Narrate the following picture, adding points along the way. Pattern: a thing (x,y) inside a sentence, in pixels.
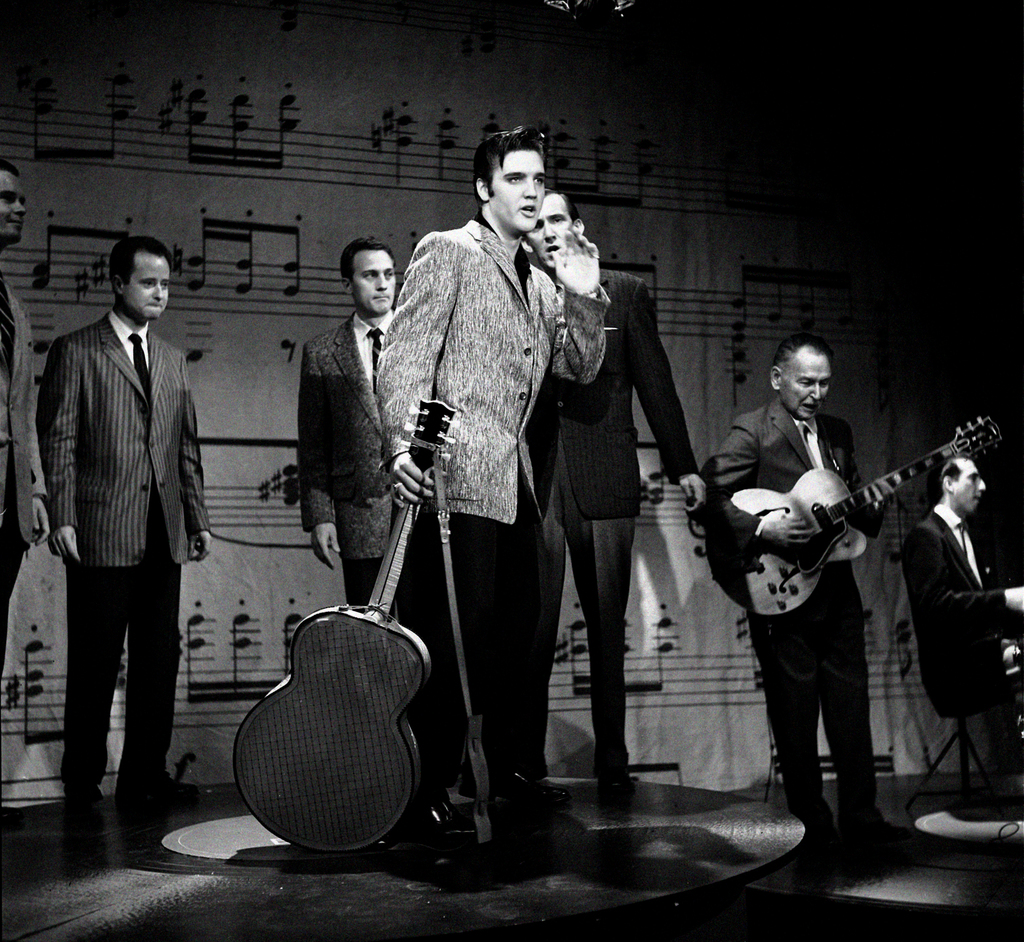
In this image i can see a number of people (100,375) standing on the stage (612,840) and right side (781,448) a person (790,428) holding a guitar (851,539) and wearing a black color jacket (794,448) stand on the floor (862,866), on the right side (960,579) corner a person (952,597) sit on the chair (985,714), and in front (449,380) there is a person (430,538) holding a guitar (344,632) wearing a white color jacket (438,306) and on the back ground (301,178) there is a design (87,130) on the wall (108,215).
